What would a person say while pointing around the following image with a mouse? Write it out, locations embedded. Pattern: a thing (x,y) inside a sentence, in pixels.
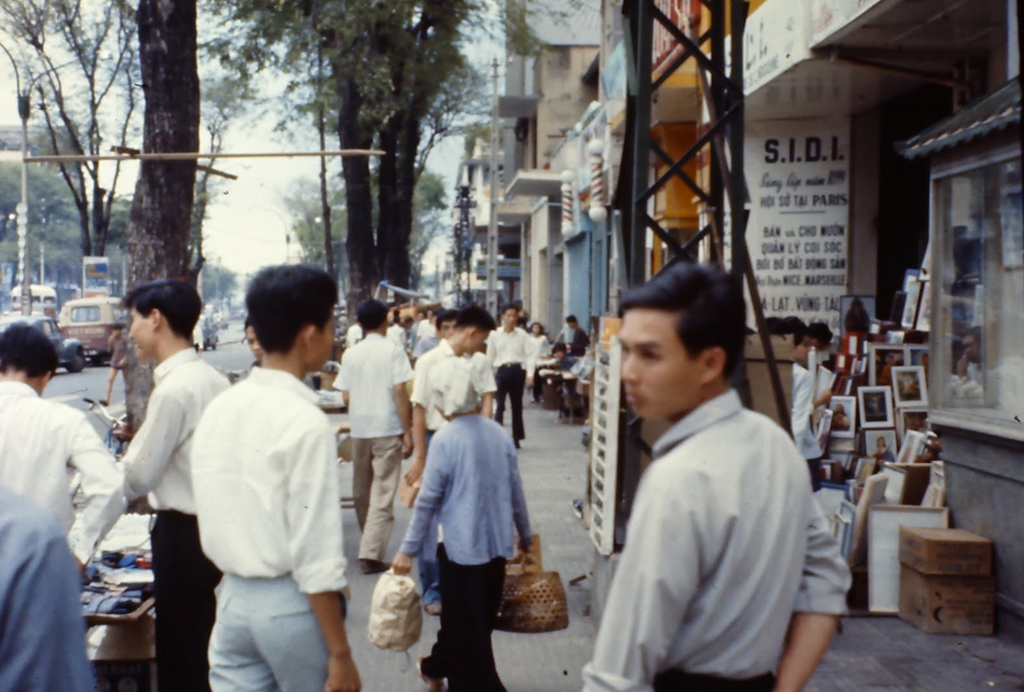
In the image on the footpath (550,407) there are people (436,449). In the background (881,33) there are buildings (562,225) with walls (547,218), windows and posters (832,198). On the right side of the image (1017,191) there is a glass (1012,203). Beside that there are many frames (896,408) and cardboard boxes (912,543) on the floor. In the background (388,164) there are trees (340,113), poles (23,231) and vehicles (71,317) on the road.
